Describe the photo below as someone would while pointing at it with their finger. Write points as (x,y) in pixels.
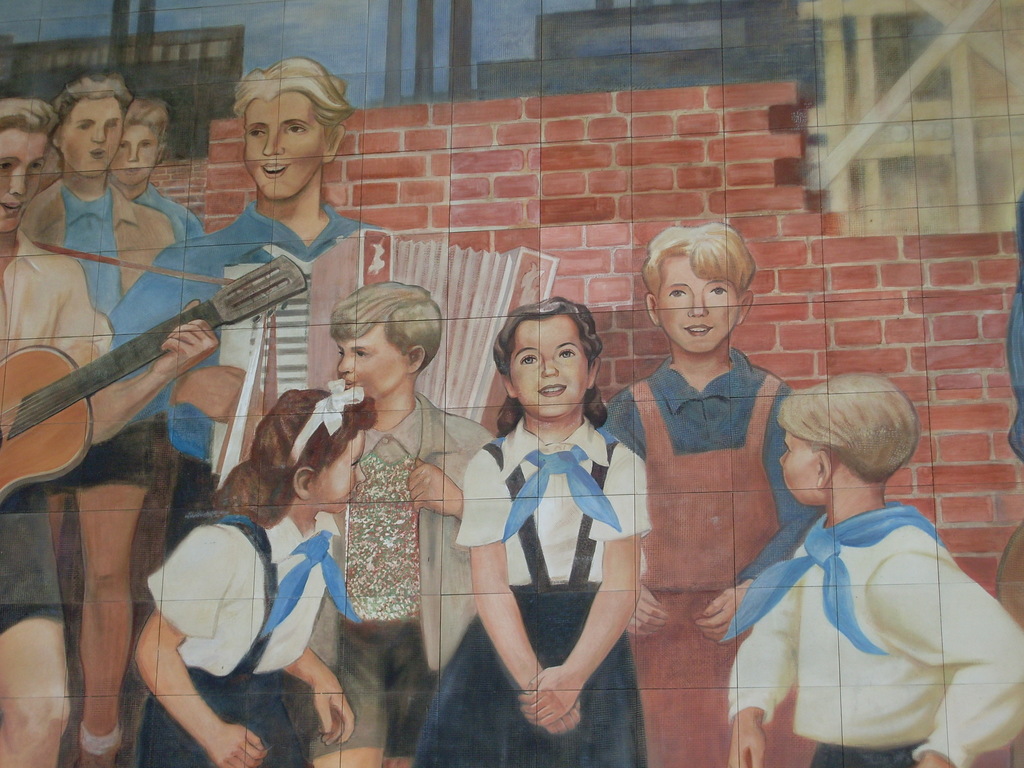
In this picture, we can see the wall (331,179) with some art (452,492) of a few people (579,414) on it.
